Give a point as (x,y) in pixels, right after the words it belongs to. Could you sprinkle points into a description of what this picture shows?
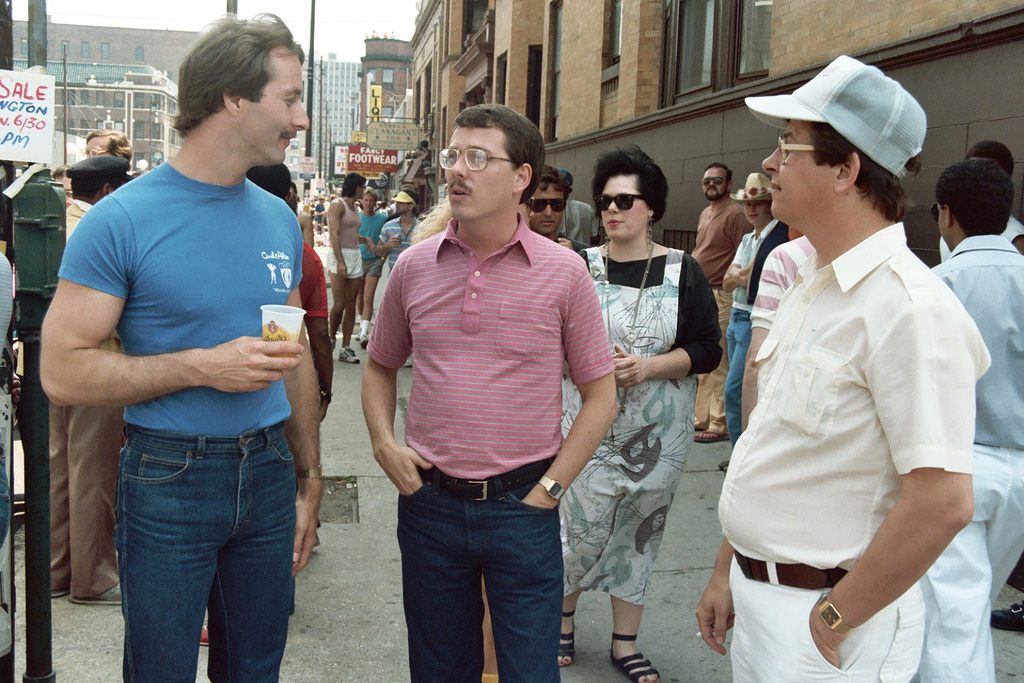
This picture is clicked outside. In the center (395,406) we can see the group of persons (491,127). On the left (253,107) we can see a man (271,155) wearing blue color t-shirt (237,226), holding a cup (296,329) and standing. In the background (259,9) we can see the metal rods (35,37) and the text (24,143) on the boards (370,143) and we can see the sky (158,24), buildings (351,82) and many other objects (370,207).
